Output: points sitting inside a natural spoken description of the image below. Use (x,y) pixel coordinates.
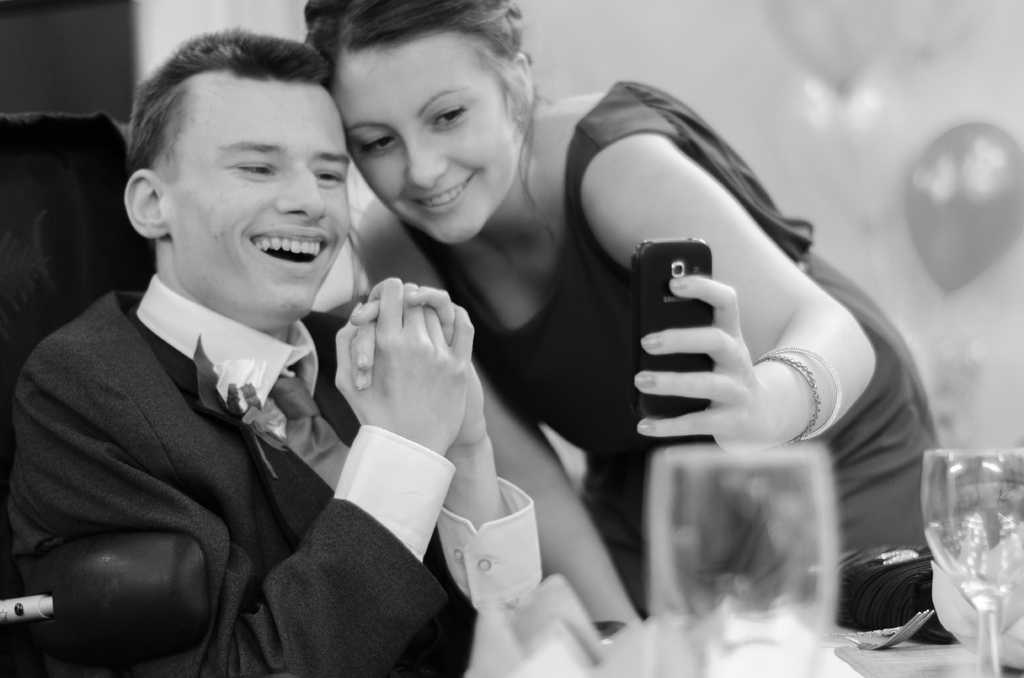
In this picture there is a black and white photography of the boy (235,463) wearing a black color coat (300,530), smiling and giving a pose. Beside there is a woman (483,291) wearing a black top (614,344), standing and taking photos in the mobile (655,400). In the front (715,633) there is a table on which wine glasses (762,597) are placed. Behind there is a blur background (953,146).
